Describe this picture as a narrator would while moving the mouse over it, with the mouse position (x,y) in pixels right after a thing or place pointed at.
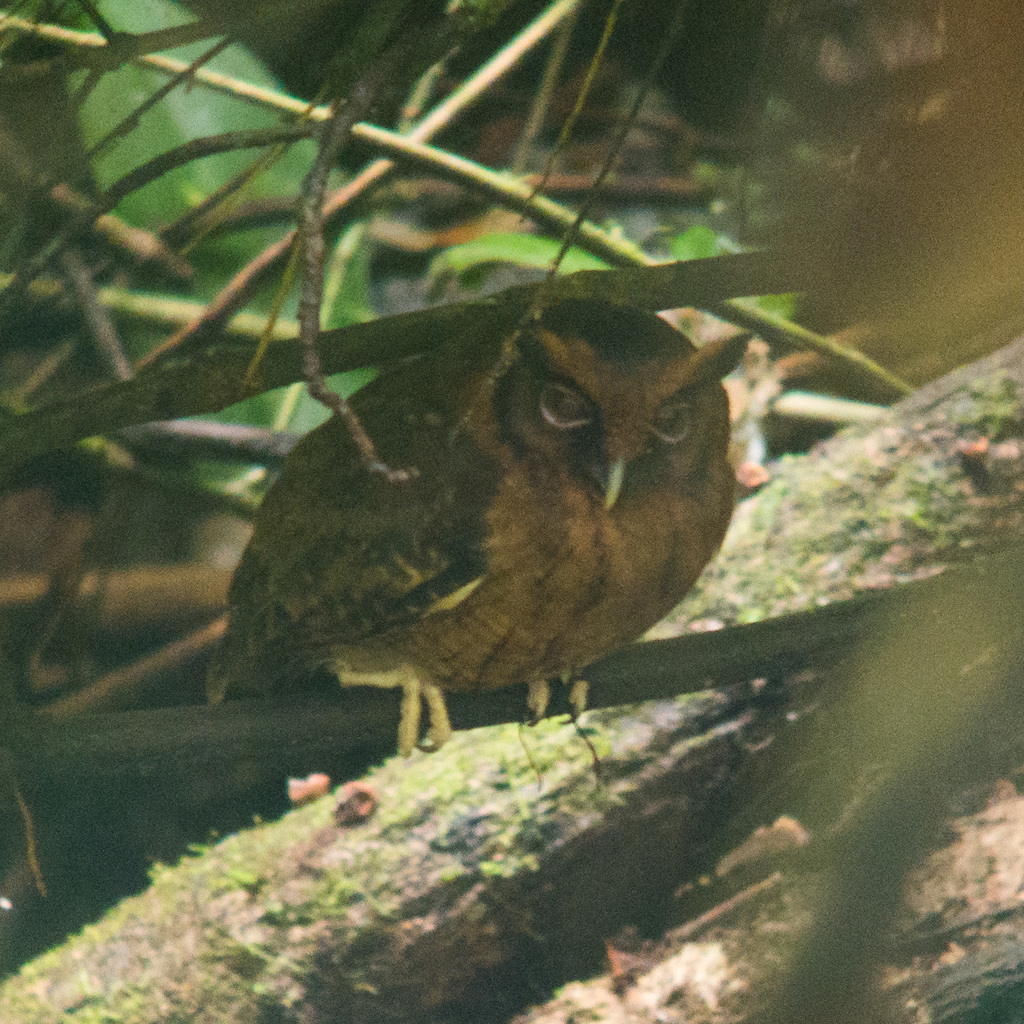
Here in this picture we can see an owl (499,458) present on a branch (259,747) of a tree (72,721) as we can see trees (263,272) present behind it all over there.
